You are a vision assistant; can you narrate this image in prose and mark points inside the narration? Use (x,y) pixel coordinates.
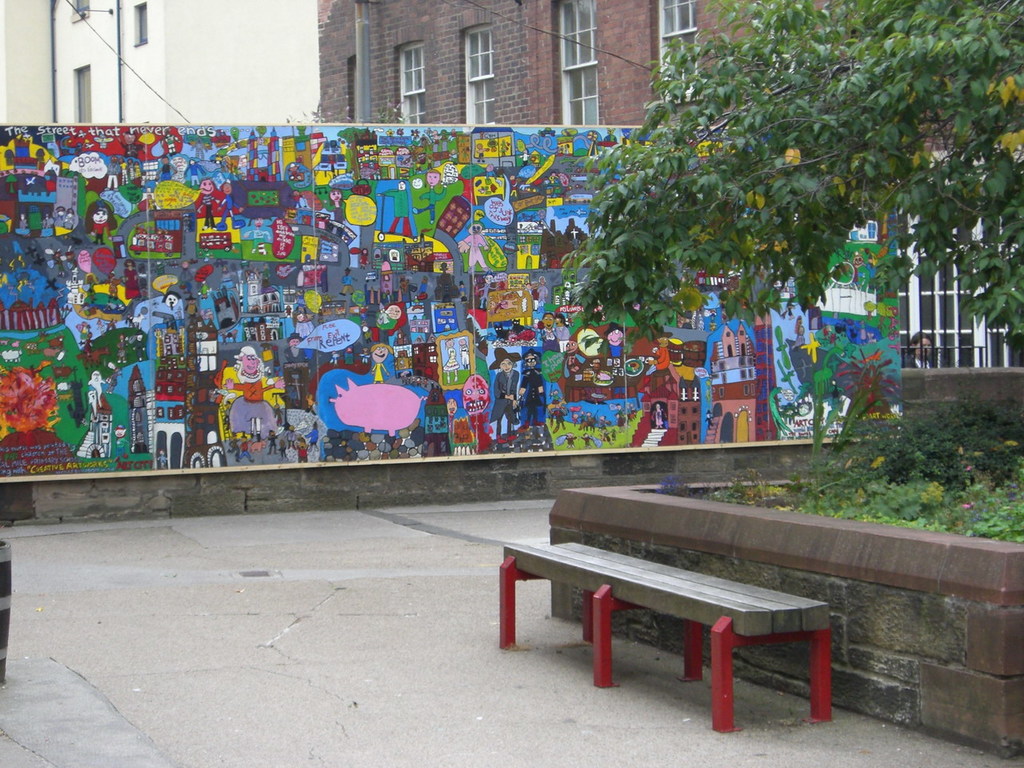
At the bottom of the picture (819,613), we see the bench (762,613) is placed on the road (520,613). Beside that, we see plants (895,506) and trees (697,300). Behind that, we see a wall (390,288) painted cartoons (319,416). In the background (299,97), we see buildings (511,36) which are in white and brown color.
